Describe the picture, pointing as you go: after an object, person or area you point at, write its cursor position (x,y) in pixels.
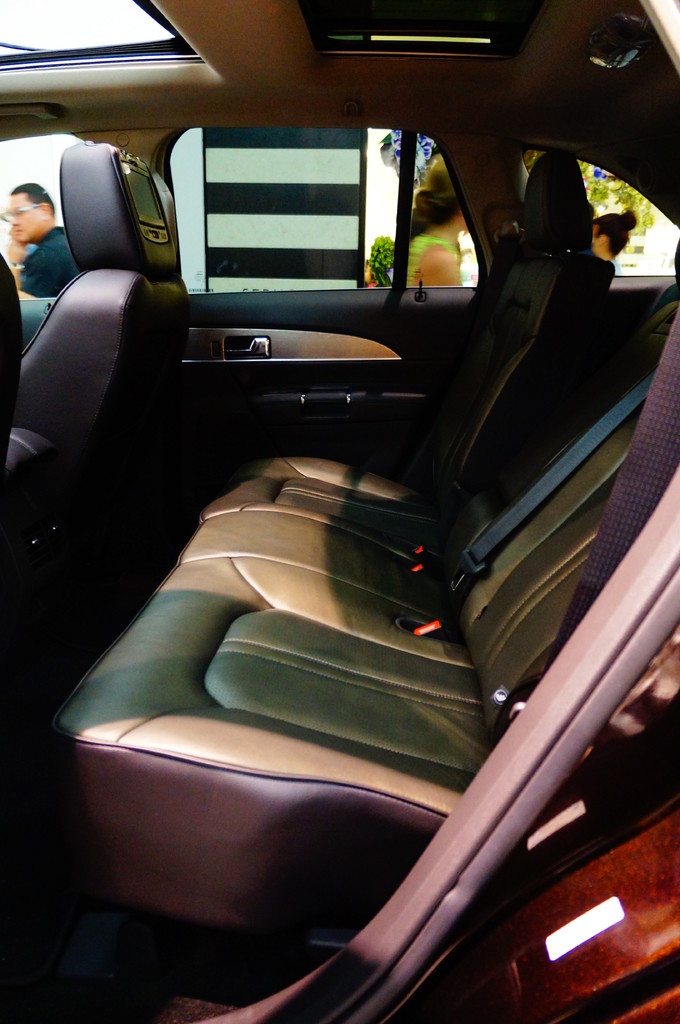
It is an inside view of the vehicle (389,711). Here we can see seats (337,652), seat belts (412,566), door (337,375), handle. Here we can see few people (628,235).
